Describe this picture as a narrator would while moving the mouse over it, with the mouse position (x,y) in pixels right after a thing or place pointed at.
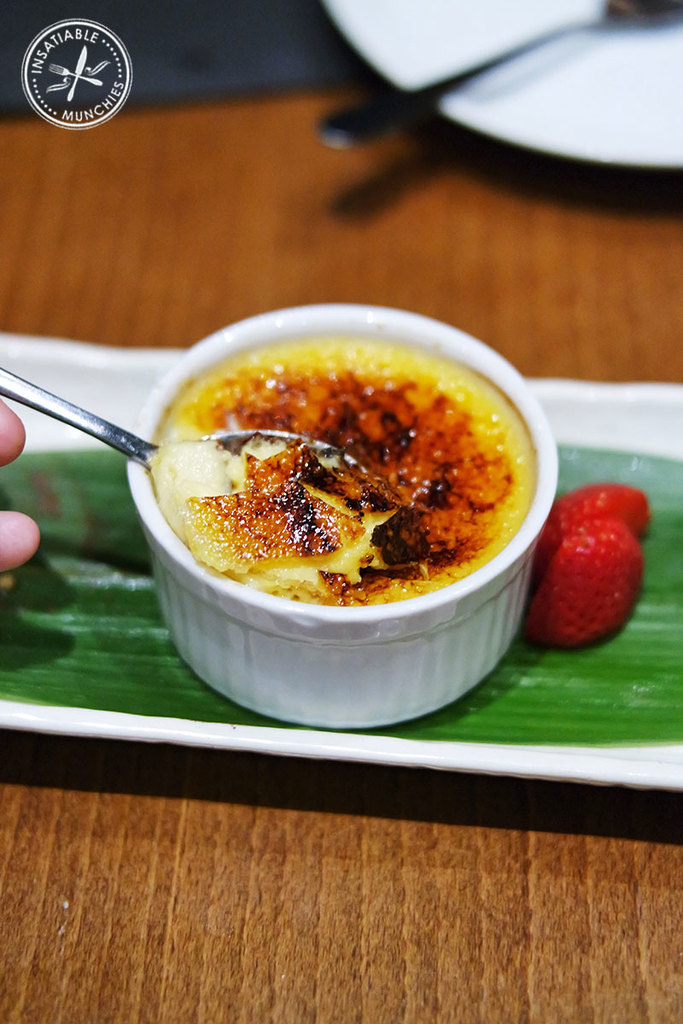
In this picture we can see a tray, plate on a wooden platform (342,218), here we can see a bowl (226,643), spoons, food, leaf (156,670) and a person's fingers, in the top left (31,59) we can see a logo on it.
